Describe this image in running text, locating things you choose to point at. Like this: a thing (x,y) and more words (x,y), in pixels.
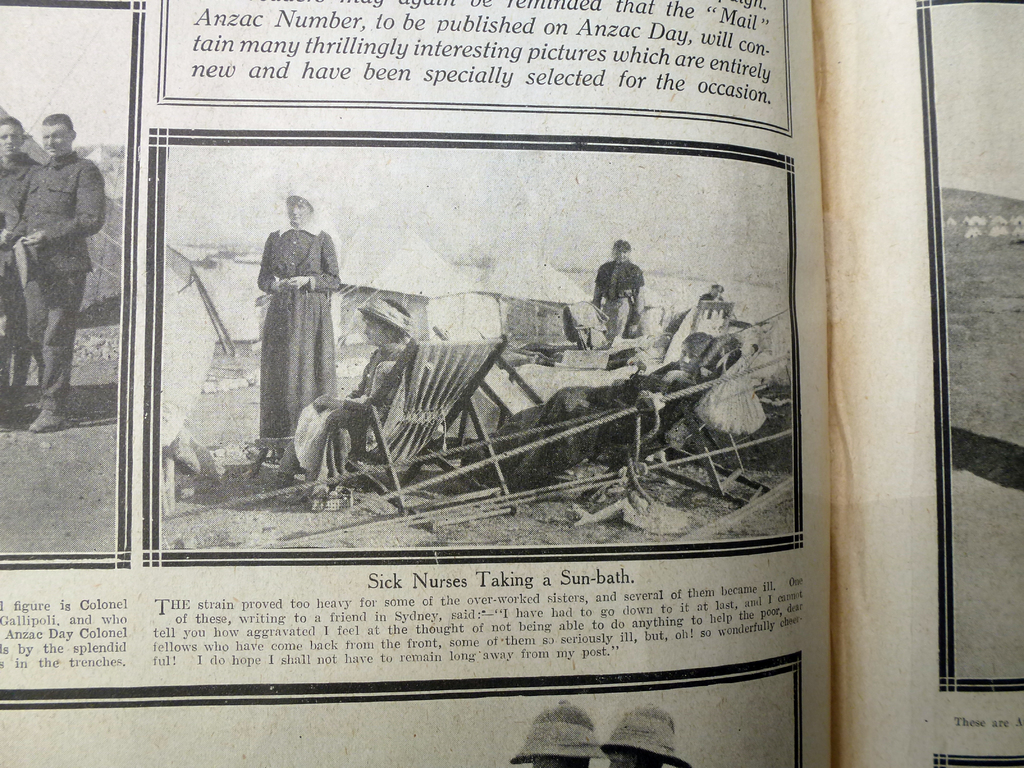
This image contains a book (665,250) having papers (818,661). On the paper (784,570) there are few pictures (484,375) and text (518,628) on it. Left side (16,147) two persons (45,397) are standing on the land (40,500). Middle of the image (602,443) there are few persons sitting on the chair (399,389) and few persons (293,390) are standing on the land (252,532). Behind them there are few tents (182,292). Bottom of the image (570,738) there are two persons (583,736) wearing caps (606,750). Top of the image (506,33) there is some text (420,15) on the paper (655,76).
